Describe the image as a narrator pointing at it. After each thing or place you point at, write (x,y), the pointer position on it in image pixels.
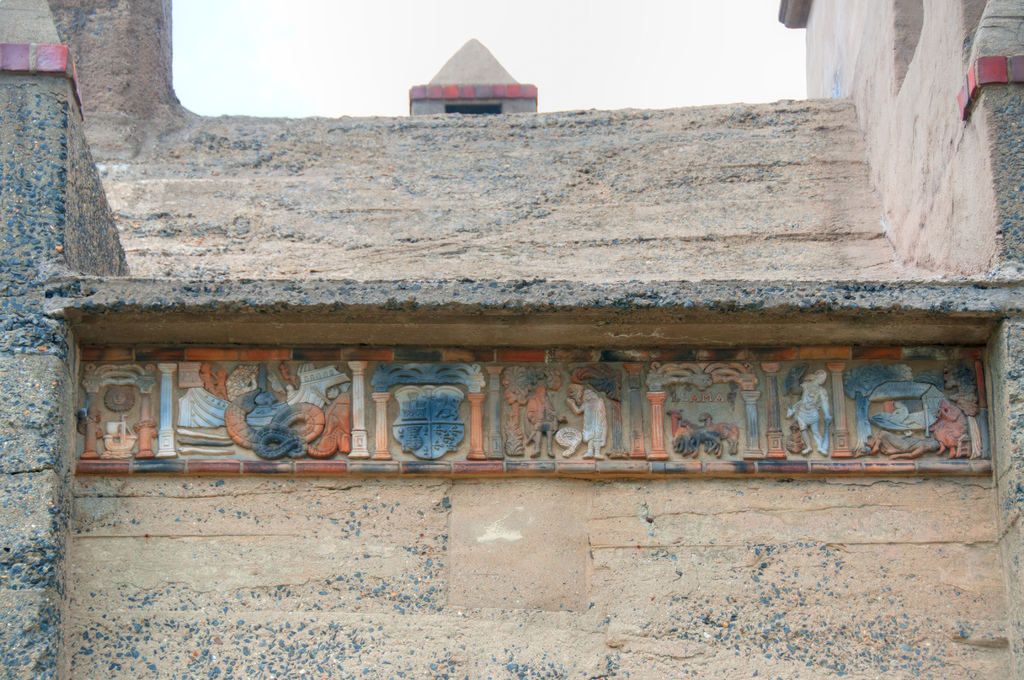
In this image there is the wall (716,112), at the top (651,15) there is the sky (577,80), on the wall (11,404) there is an art (224,418) visible.
